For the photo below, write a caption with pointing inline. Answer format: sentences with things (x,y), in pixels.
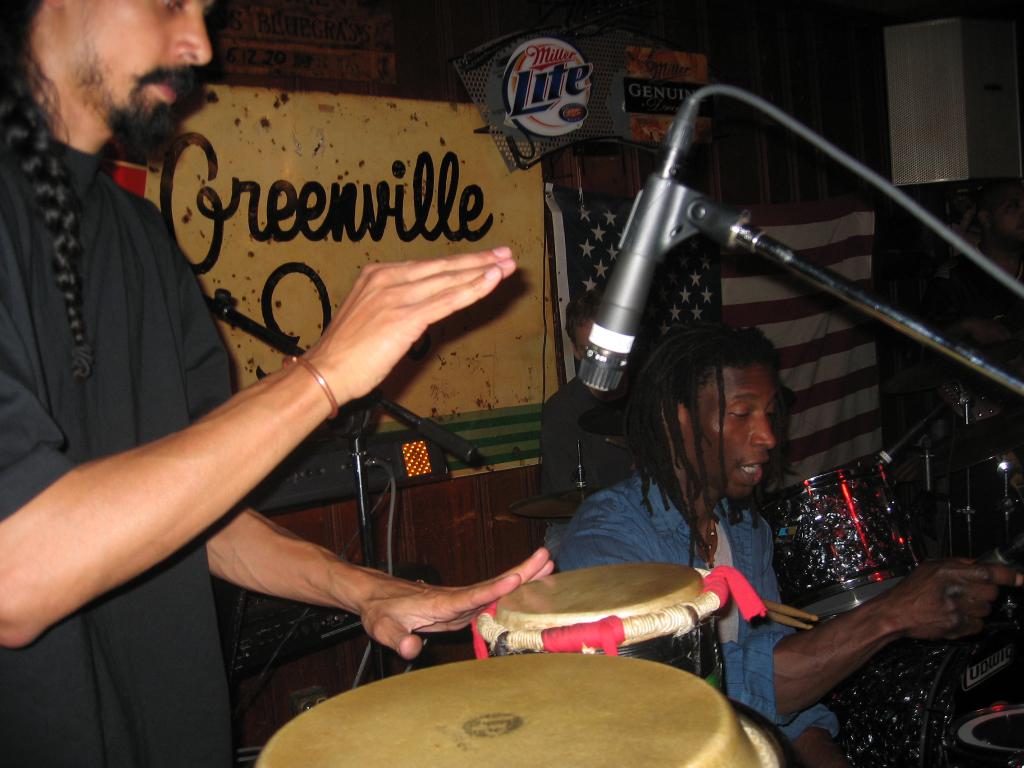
There is a man (17,643) standing on the left side (11,703) and he is playing hand drums (477,707). Here we can see a man (655,451) sitting on the right side (708,354) and he is also playing a musical instrument (986,640). In the background (782,221) we can observe a flag (738,307) and a wooden wall (882,50).
